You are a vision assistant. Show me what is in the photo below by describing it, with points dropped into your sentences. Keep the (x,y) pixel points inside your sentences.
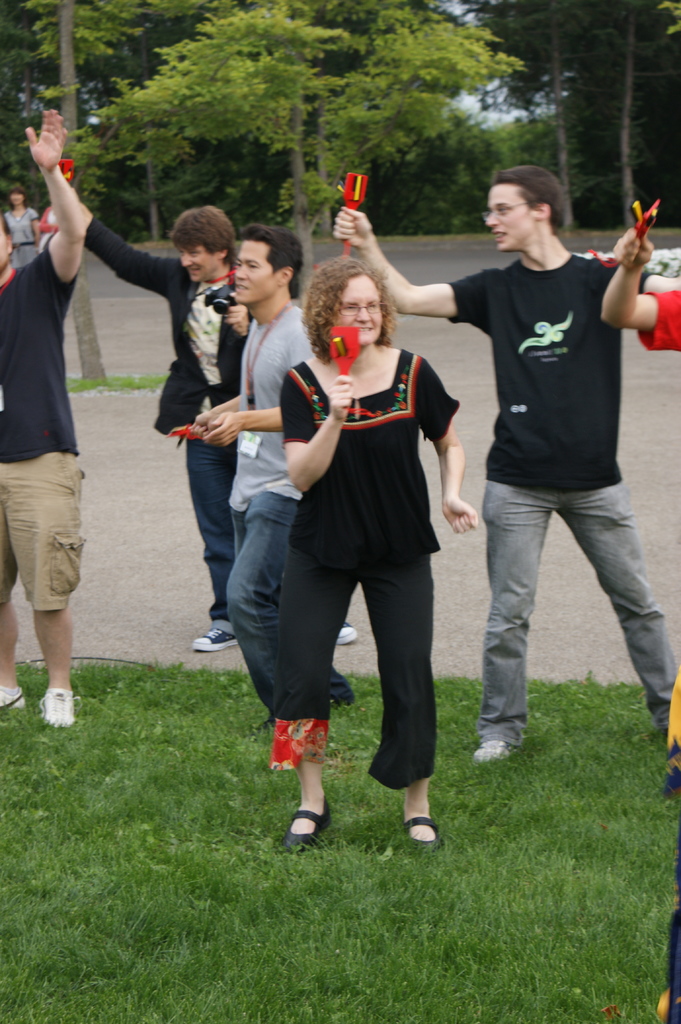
In this image there are trees (380,104) towards the top of the image (308,36), there are three persons (118,240) standing on the road (197,567), there are three men (254,409) standing on the grass (193,712), there is a woman (369,550) standing on the grass (224,798), the persons (301,396) are holding an object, there is an object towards the right of the image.
